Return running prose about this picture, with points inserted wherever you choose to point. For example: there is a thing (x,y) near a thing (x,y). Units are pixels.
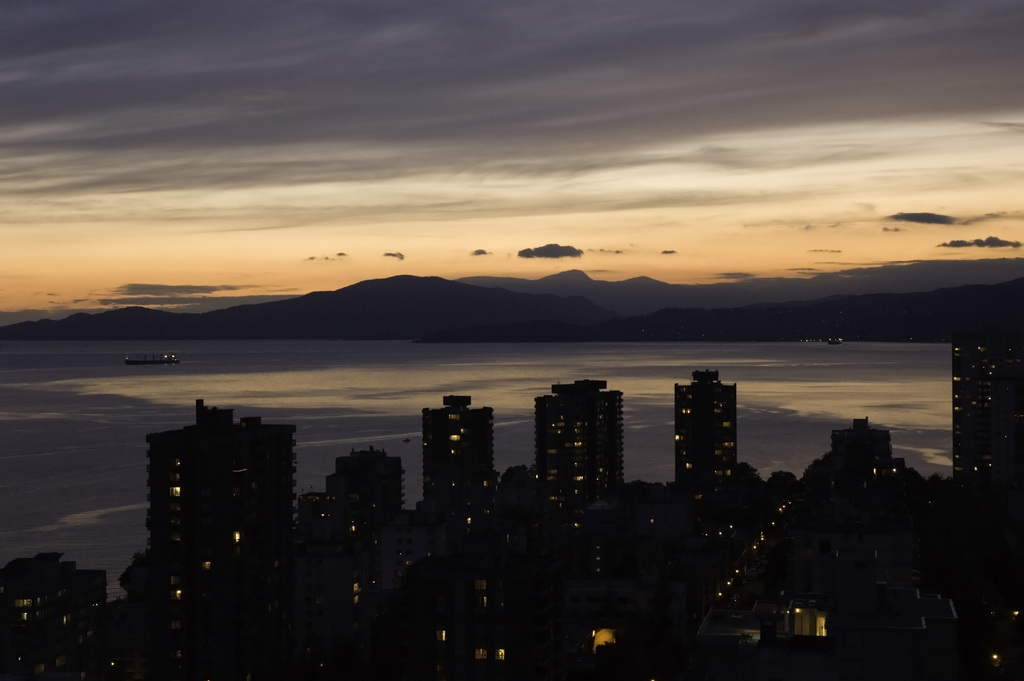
In this image I can see few buildings (467,499) and few lights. In the background (272,379) I can see water (283,388), few boats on the surface of water (767,373), few mountains (767,339) and the sky (435,142).
